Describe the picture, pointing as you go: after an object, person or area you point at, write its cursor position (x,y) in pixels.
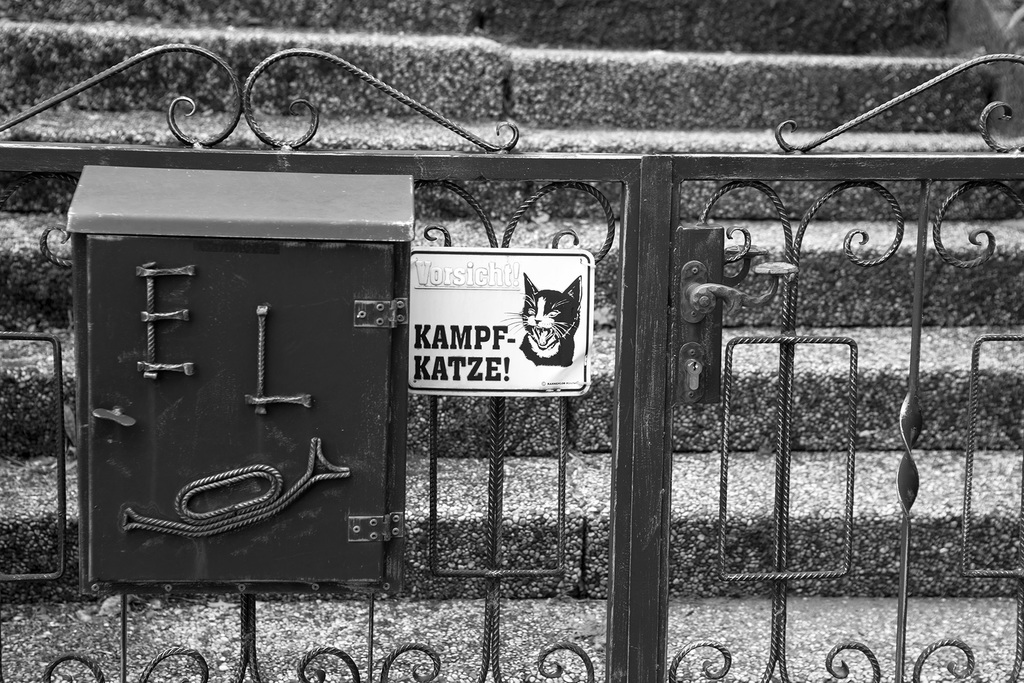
In this image there is a metal gate (625,467) having a box (371,389) and a board (544,365) attached to it. On the board (560,343) there is an image of a cat (571,309) and some text (433,376). Behind the gate (652,500) there are stairs (573,4).
